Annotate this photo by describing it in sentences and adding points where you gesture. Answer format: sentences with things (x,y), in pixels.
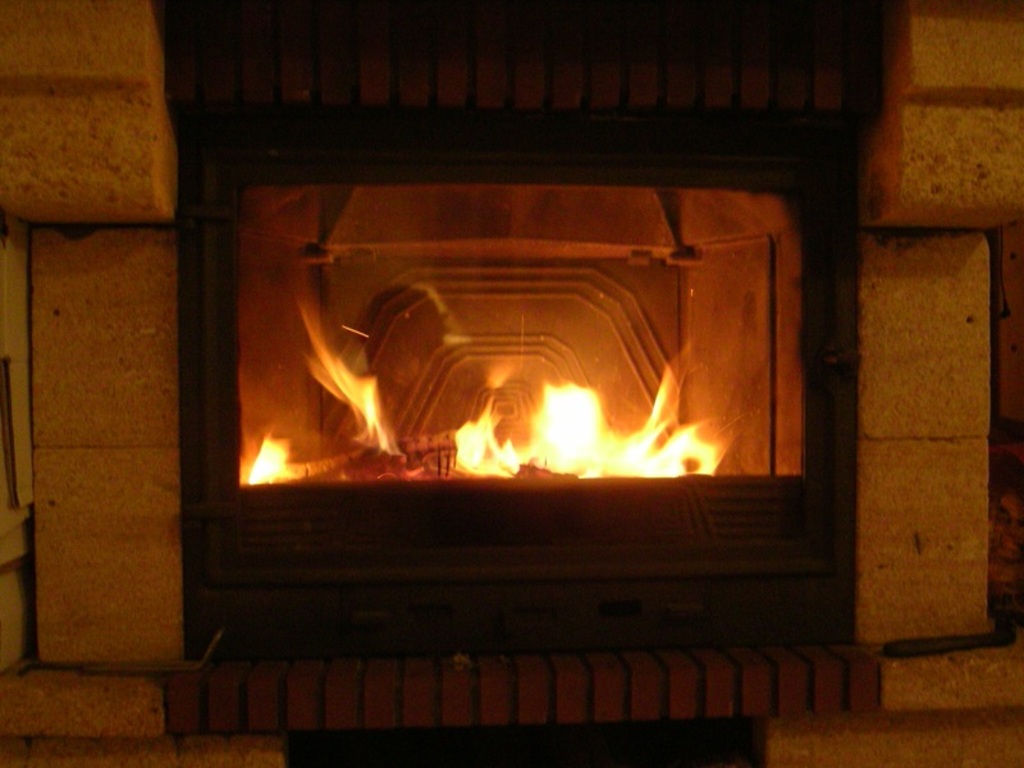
In this image there is a fireplace (215,464) to the wall (51,359). Inside the fireplace (503,421) there is the flame (680,440).
